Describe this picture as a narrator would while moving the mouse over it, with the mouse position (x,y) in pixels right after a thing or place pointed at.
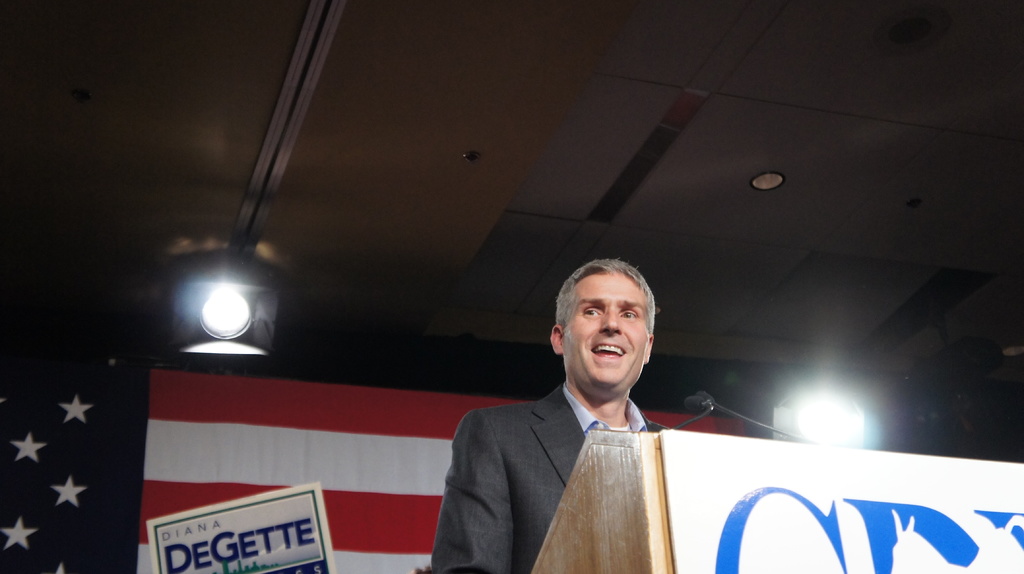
In this picture I can see a podium (727,496) in front (589,545) and on it I can see 2 mics (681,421). Behind the podium (662,441) I can see a man (500,464) who is wearing formal dress (521,424) and in the background (19,529) I can see a flag (192,376) and I can see 2 lights (211,300). On the bottom left of this picture (221,520) I can see something is written.
